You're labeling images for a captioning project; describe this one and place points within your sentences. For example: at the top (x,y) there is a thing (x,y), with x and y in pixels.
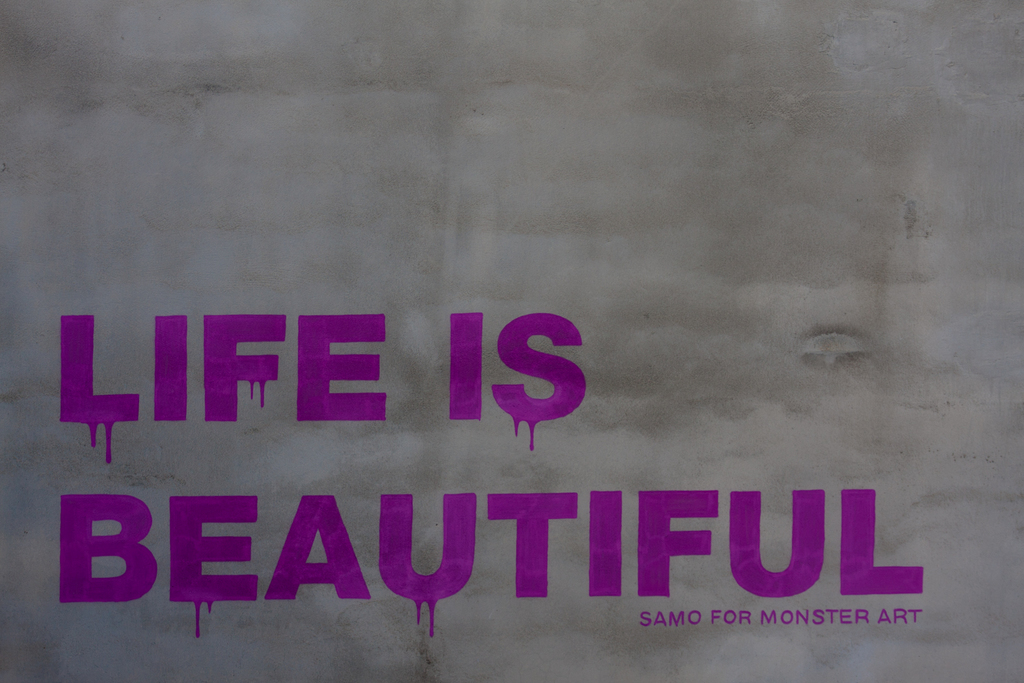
In this picture we can see a wall (195,249), on this wall (440,349) we can see some text (559,392) on it.
